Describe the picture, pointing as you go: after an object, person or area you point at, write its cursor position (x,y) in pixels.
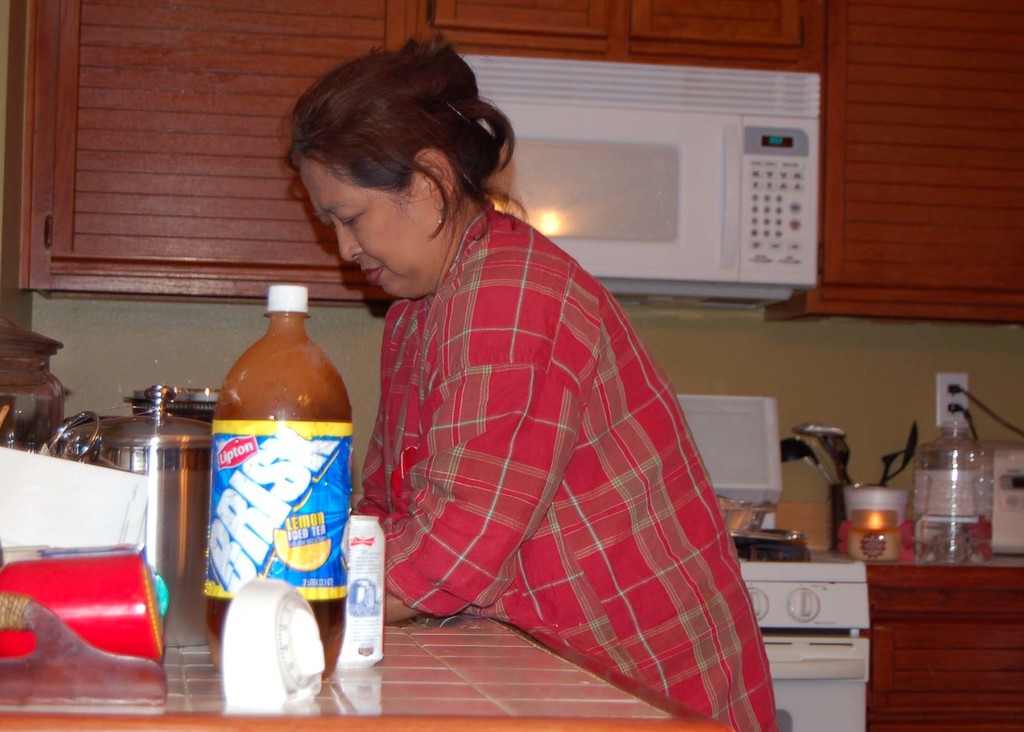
there is a lady (583,457) standing and leaning on table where there is a bottle (307,538) and some steel jars (177,392). Beside her there is a oven (653,162) and stove (845,558) and tray (836,533) with spoons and some jars (978,541).
